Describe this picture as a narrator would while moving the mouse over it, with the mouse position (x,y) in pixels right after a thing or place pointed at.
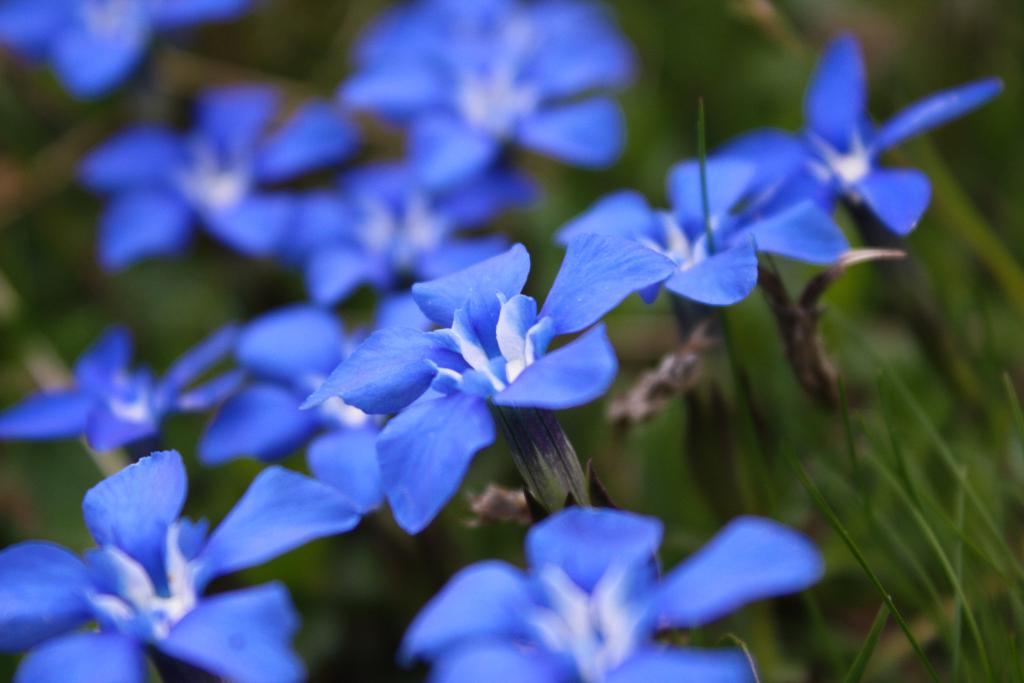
In this image we can see blue colored flowers (383,326), plants (618,449), also the background (613,324) is blurred.
